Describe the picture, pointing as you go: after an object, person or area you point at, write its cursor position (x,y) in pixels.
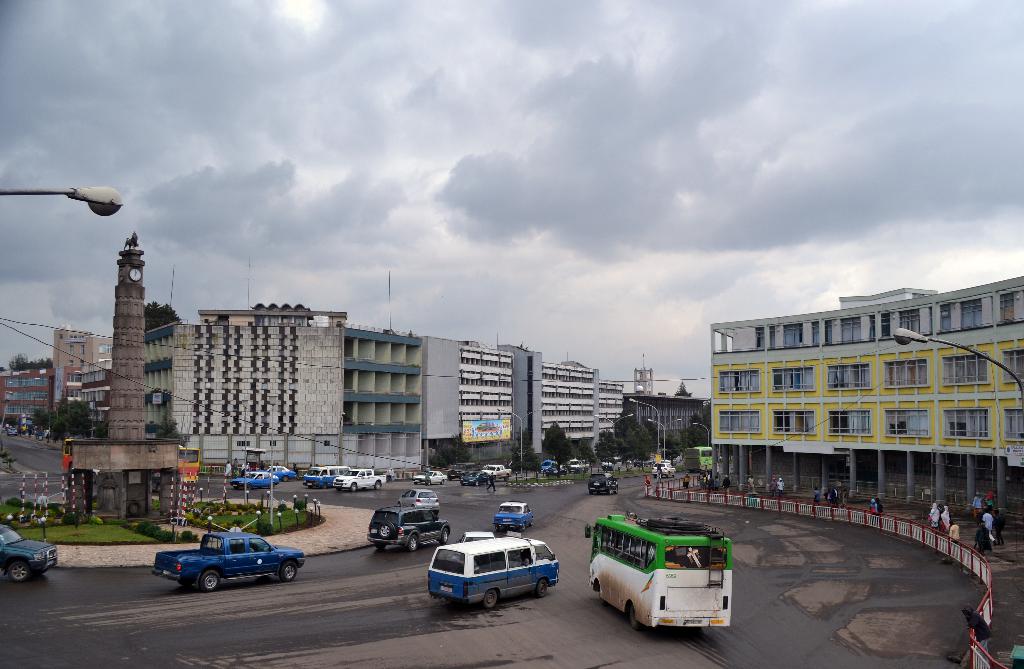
at the down side few vehicles (444,582) are moving this road (513,649) and these are the very big buildings (427,420). At the top (537,175) it's a cloudy sky (311,176).
